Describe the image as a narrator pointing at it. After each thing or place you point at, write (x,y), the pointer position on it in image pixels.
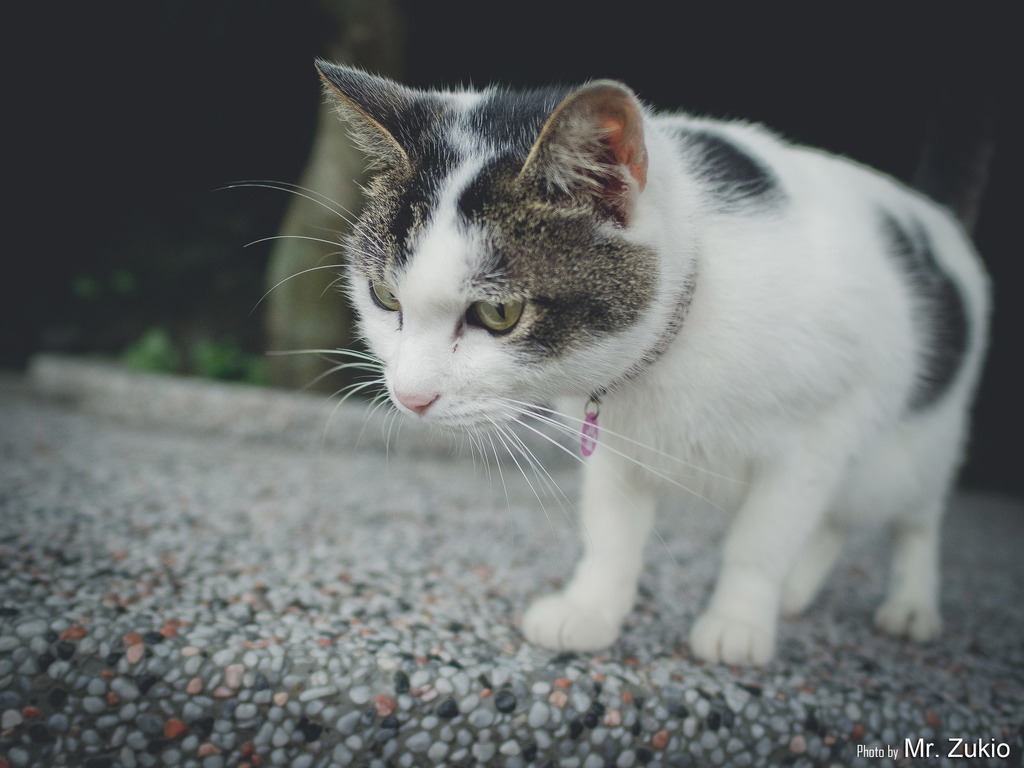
There is black and white color cat (671,353).
